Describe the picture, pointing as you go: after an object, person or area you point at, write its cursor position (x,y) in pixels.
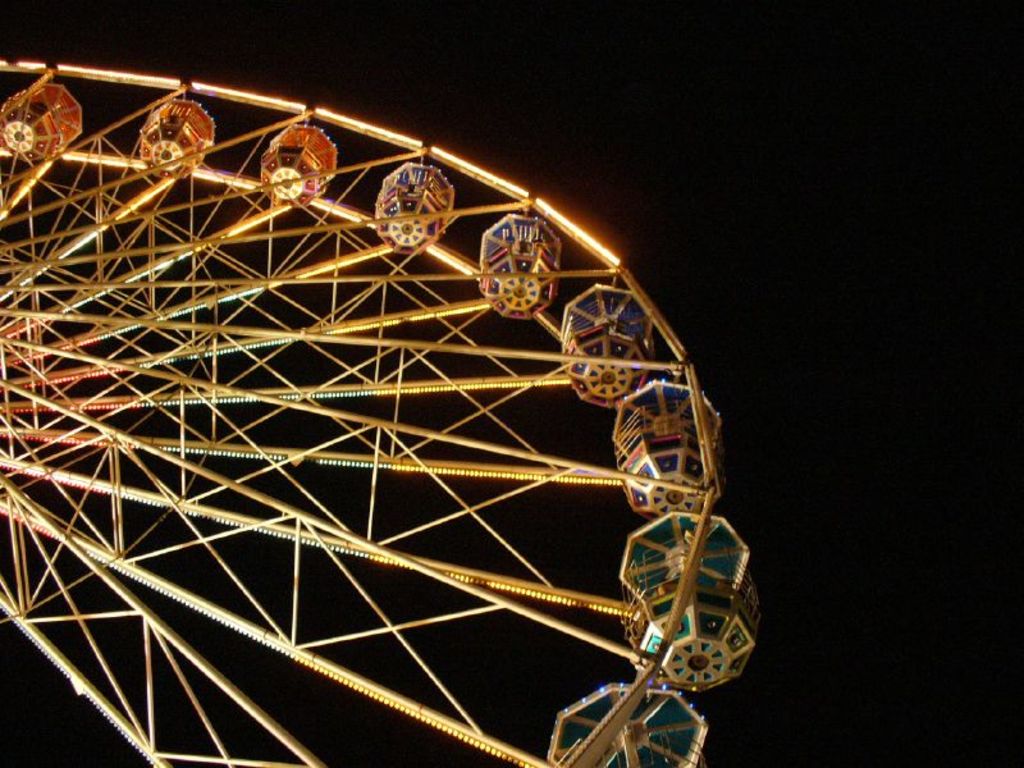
In this picture we can see a giant wheel (12,255) and in the background (729,343) it is dark.
